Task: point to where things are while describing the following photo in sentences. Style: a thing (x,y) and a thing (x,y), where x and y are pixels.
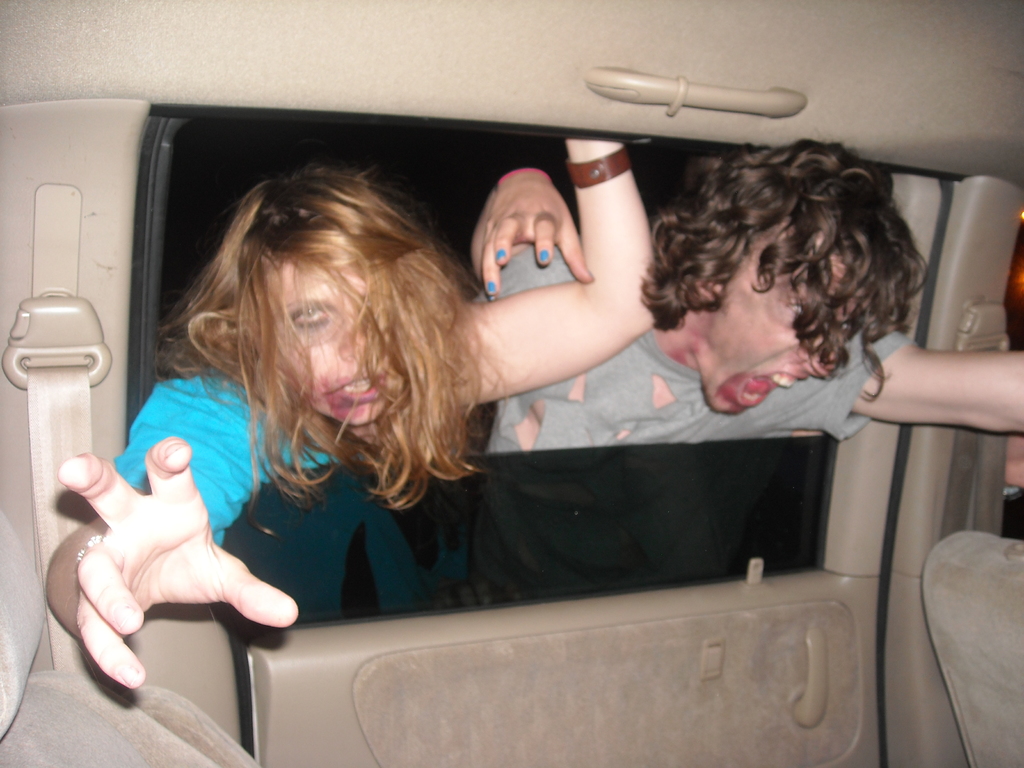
In this image I see a woman (91,628) and a man (575,415) and I can also see the inside view of a vehicle (977,713).
